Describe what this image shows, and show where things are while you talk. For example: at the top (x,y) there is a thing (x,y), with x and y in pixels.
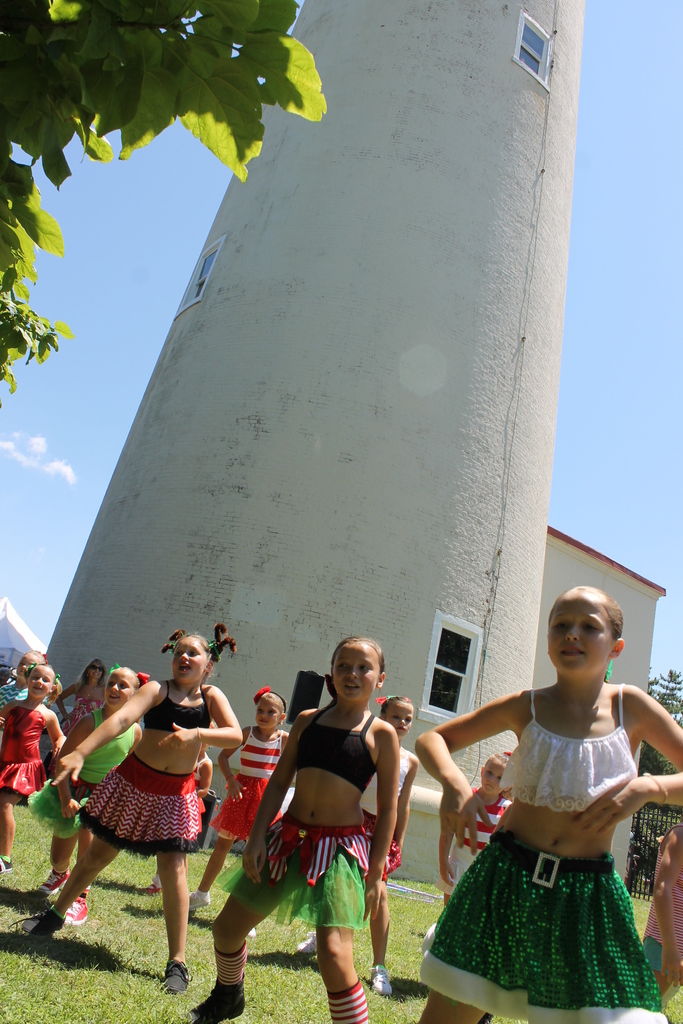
In this image I can see on the right side (597,856) a girl (567,872) is dancing, she wore white color top (613,771) and green color frock (595,881). In the middle (340,662) two girls (286,852) are also dancing, they wore black color tops (343,747). Behind them there are other girls (403,816) dancing and there is a concrete tower (492,507). On the left side (163,77) there are leaves (167,89) of a tree (125,137) and at the top (139,246) it is the sky (157,257).
